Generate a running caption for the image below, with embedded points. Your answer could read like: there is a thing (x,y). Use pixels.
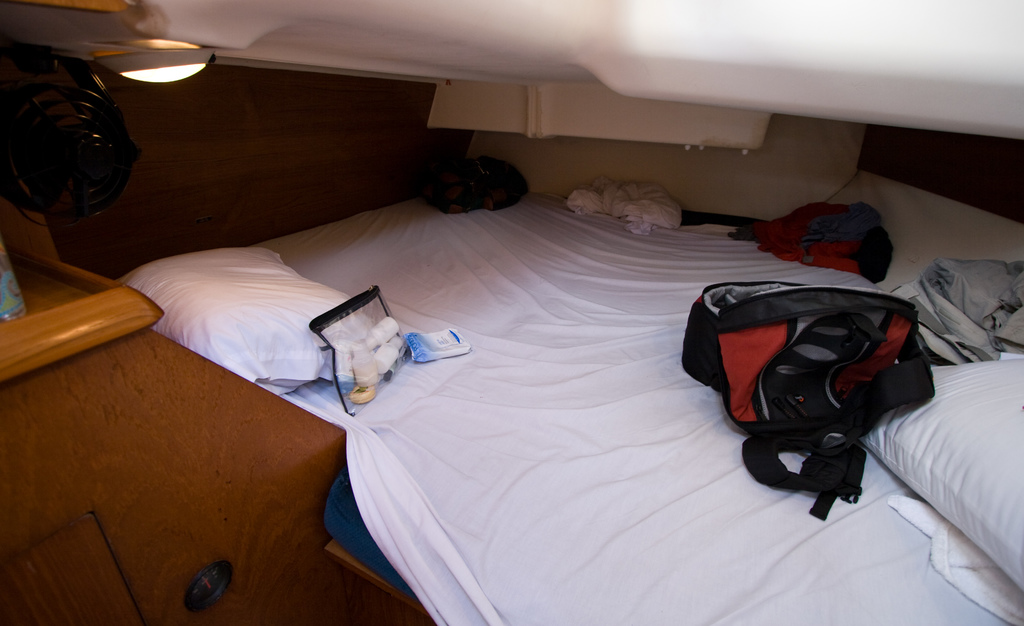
There are bags (717,305), pillows (301,365), clothes (963,272) on the bed (779,597). On the left (170,70) there is a light (151,63).
